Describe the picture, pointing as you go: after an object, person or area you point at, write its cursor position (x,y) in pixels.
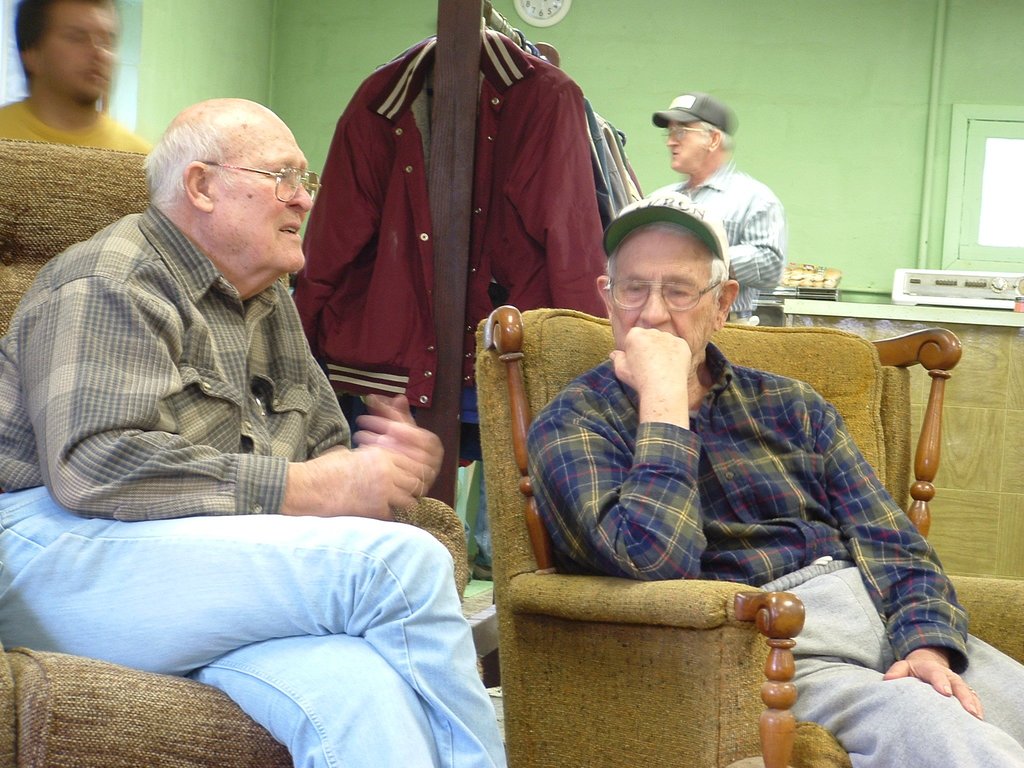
In this picture we can see two men (259,445) wore spectacles (684,300) and sitting on chairs (574,693) and at the back of them we can see jackets (523,96), two men (37,36) standing, clock (556,9) on the wall (428,28) and some objects (835,297).
